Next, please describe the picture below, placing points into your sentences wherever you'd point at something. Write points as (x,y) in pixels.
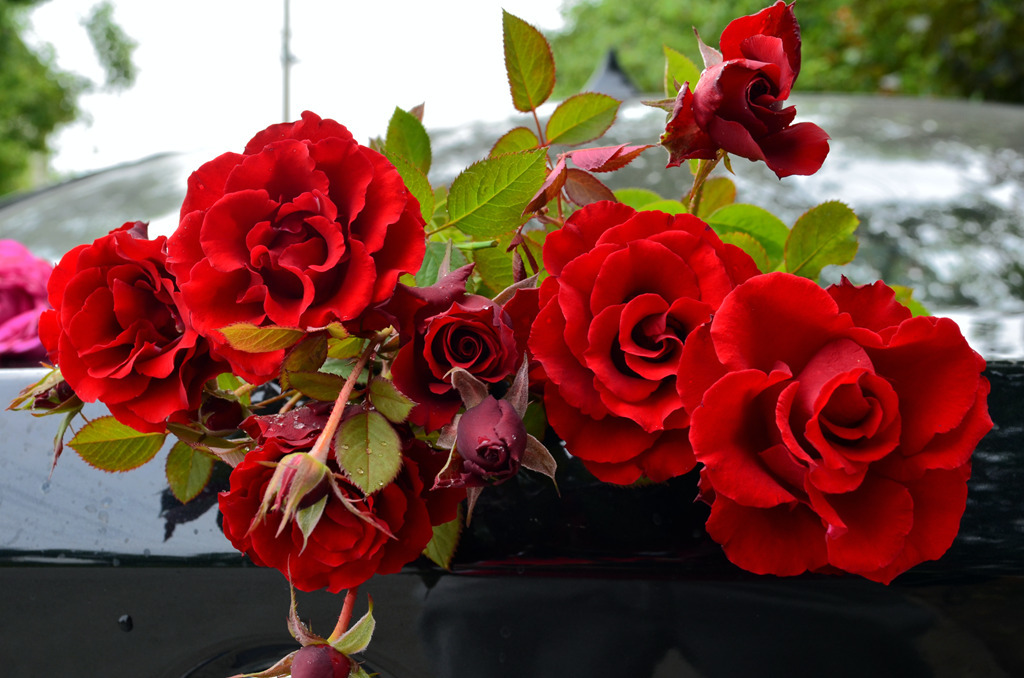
In the foreground (729,165) I can see rose plants (469,359). In the background (352,73) I can see trees (569,66) and the sky (299,44). This image is taken may be in a garden (331,172).
